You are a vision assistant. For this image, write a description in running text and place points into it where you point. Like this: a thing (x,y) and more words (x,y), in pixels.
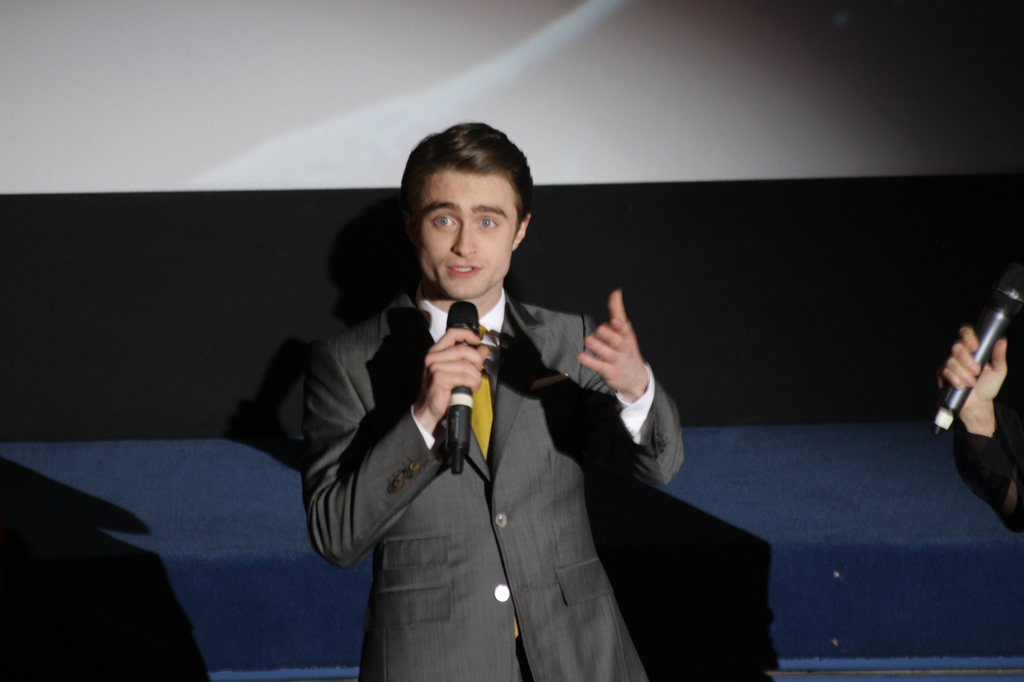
In the middle of the image (473,248) a man (580,326) is standing and holding microphone (449,315) and talking. Bottom right side of the image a man (968,327) is standing and holding a microphone (1015,287).
